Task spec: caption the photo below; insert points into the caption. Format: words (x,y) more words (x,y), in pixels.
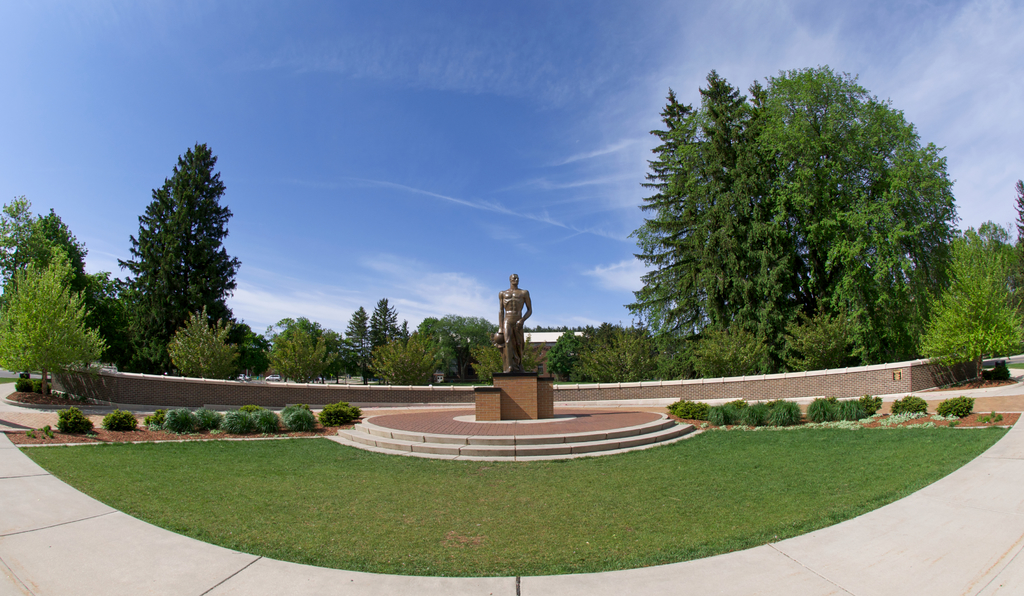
In the center of the image (544,382) we can see a statue (507,417). We can also see the staircase (480,436), some plants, grass (266,524), a pathway (187,577), a group of trees (866,282), a wall (673,391), some vehicles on the ground (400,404) and the sky (489,224) which looks cloudy.
